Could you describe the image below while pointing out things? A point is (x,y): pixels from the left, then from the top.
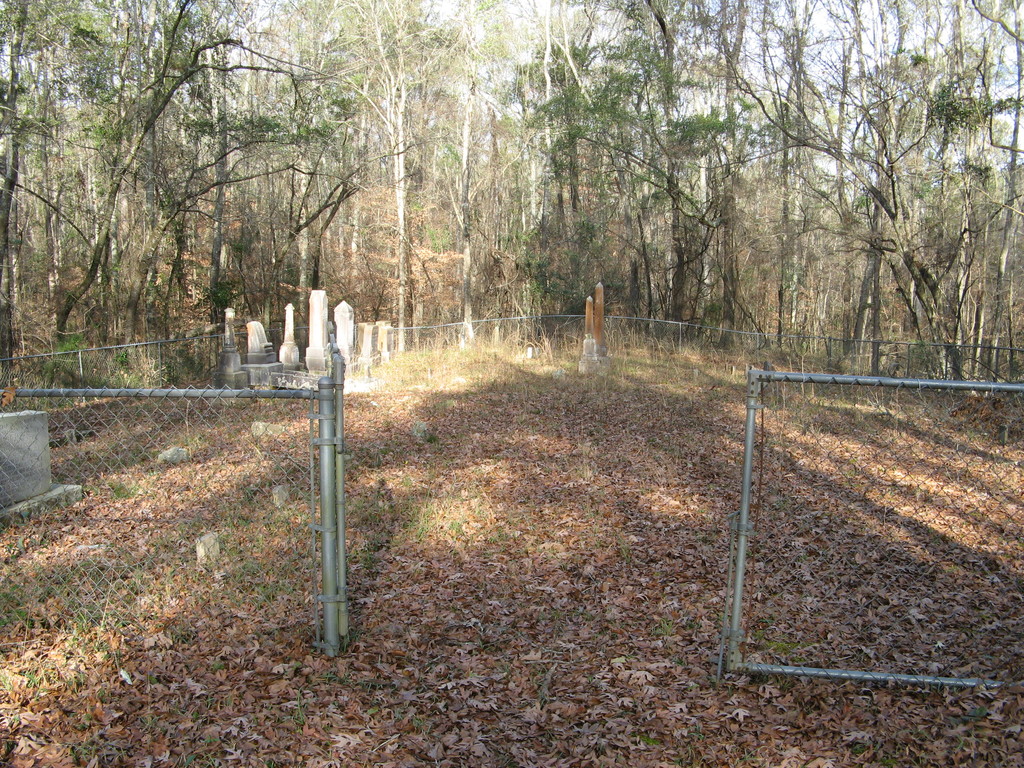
The picture is taken near a cemetery (572,340). In the foreground of the picture (491,525) there are dry leaves (481,477), plants (446,386), stones (210,539), gravestones (283,355) and fencing (141,393). In the background (349,200) there are trees (546,173). It is sunny.
